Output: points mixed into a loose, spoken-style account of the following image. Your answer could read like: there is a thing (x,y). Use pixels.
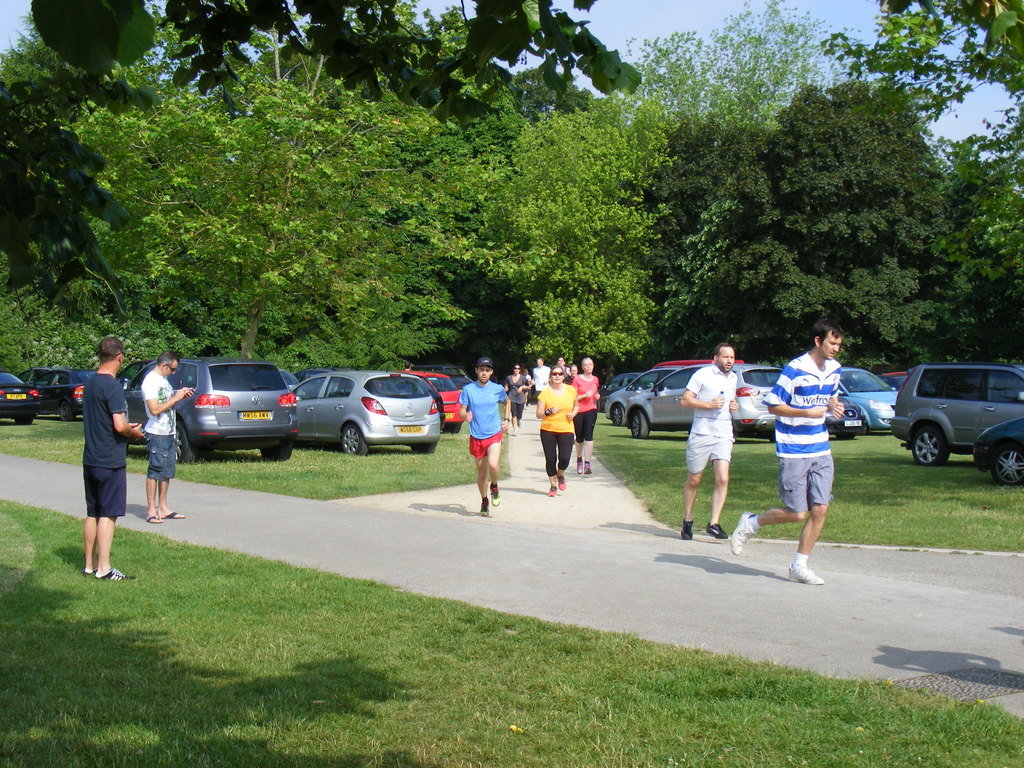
In the picture I can see people (566,437) among them some are standing and some are running on the road (696,584). In the background (412,406) I can see vehicles (440,426), the grass (385,483), trees (489,231) and the sky (744,6).
